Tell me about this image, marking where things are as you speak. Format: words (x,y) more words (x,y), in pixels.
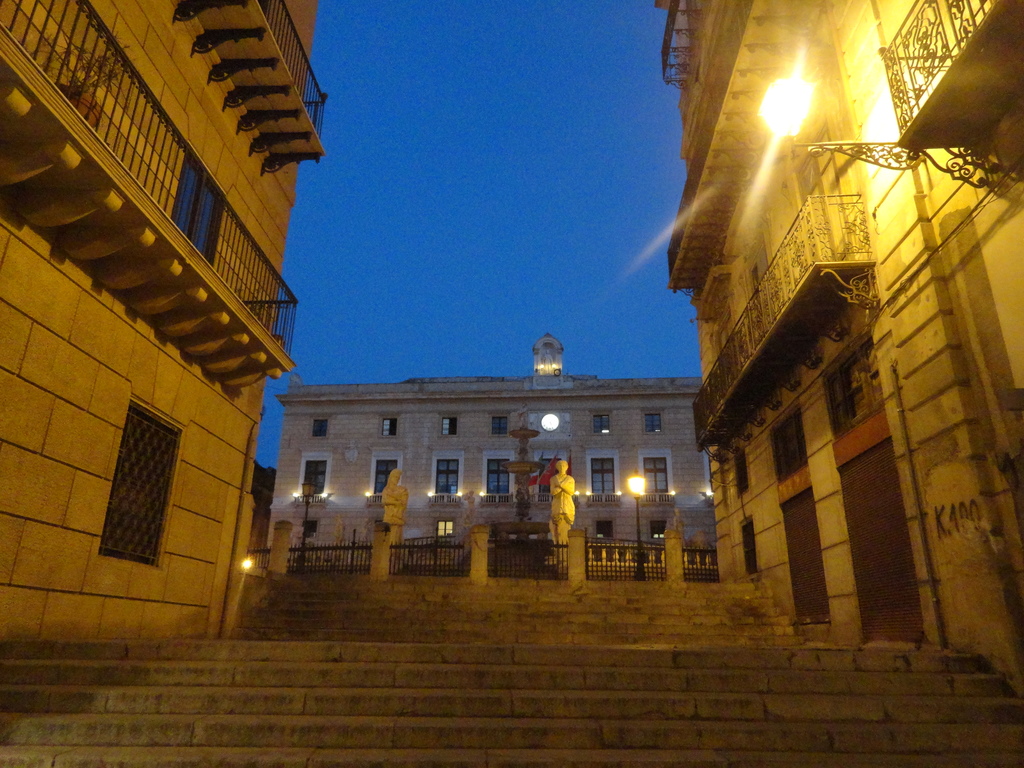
In this image, we can see a few buildings (341,495) with walls (984,225), windows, railings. In the middle of the image (384,502), we can see stairs (517,667), pillars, grills (520,543), statues (401,510), fountain (514,524), lights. Background (598,209) there is a sky (429,228).
